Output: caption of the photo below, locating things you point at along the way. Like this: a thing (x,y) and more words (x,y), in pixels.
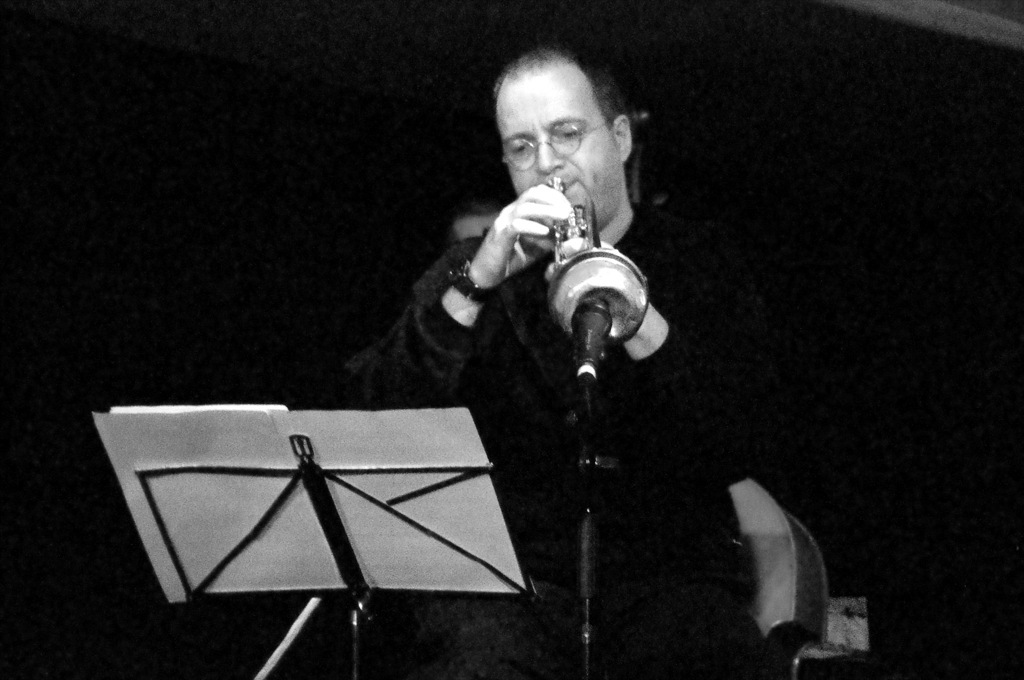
In this image I can see a man (469,316) and in the centre (624,406) and I can see he is holding a musical instrument (562,261). I can also see he is wearing a watch (453,274) and a specs (529,169). In the front of him I can see a mic (603,321), a stand (456,472) and on it I can see an object (235,426). I can also see this image is black and white in colour.
